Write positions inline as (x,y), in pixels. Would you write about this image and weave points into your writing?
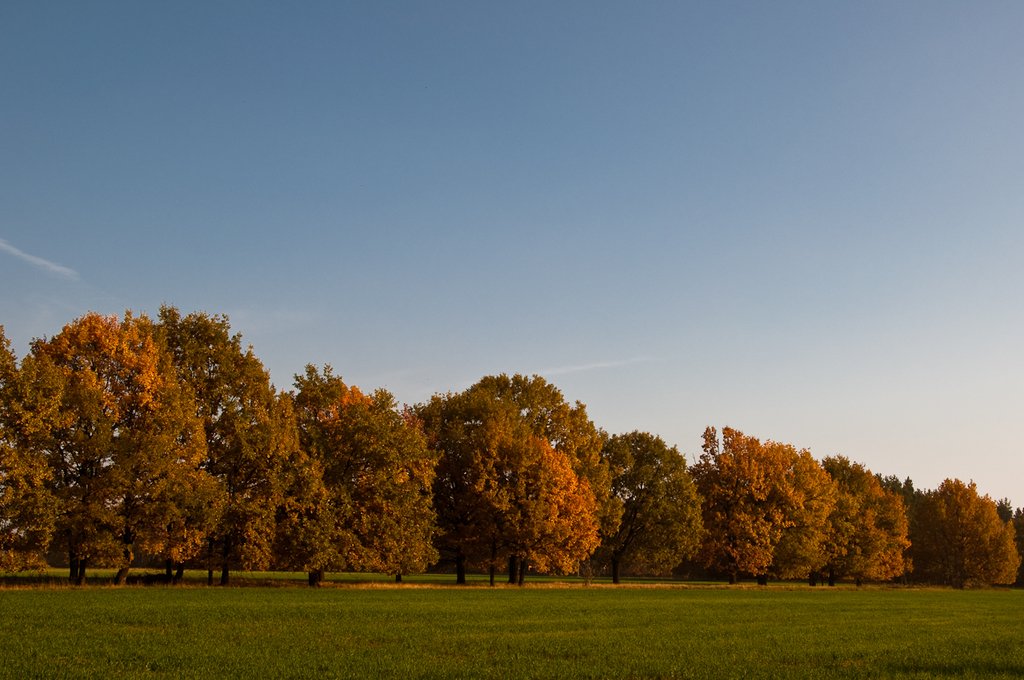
In this picture on the ground (468,634) there is grass (633,622). In the background (378,464) there are trees (731,498).
